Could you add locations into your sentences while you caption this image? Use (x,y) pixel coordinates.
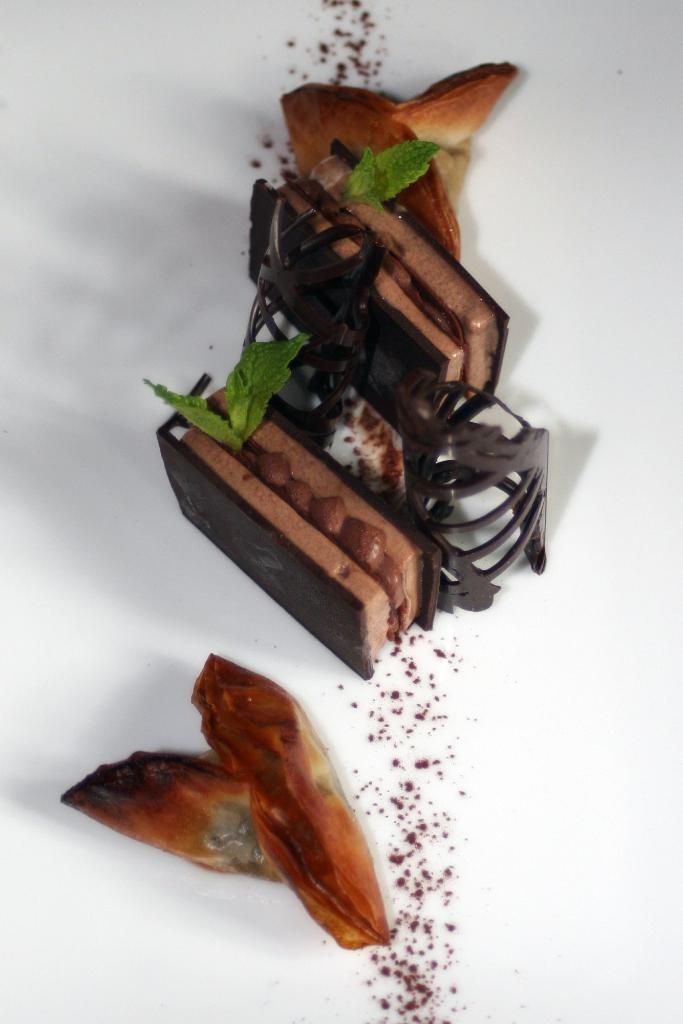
Here I can see two biscuits (312,578) along with chocolate cream (304,489) and few leaves (261,366). The background (147,119) is in white color.
